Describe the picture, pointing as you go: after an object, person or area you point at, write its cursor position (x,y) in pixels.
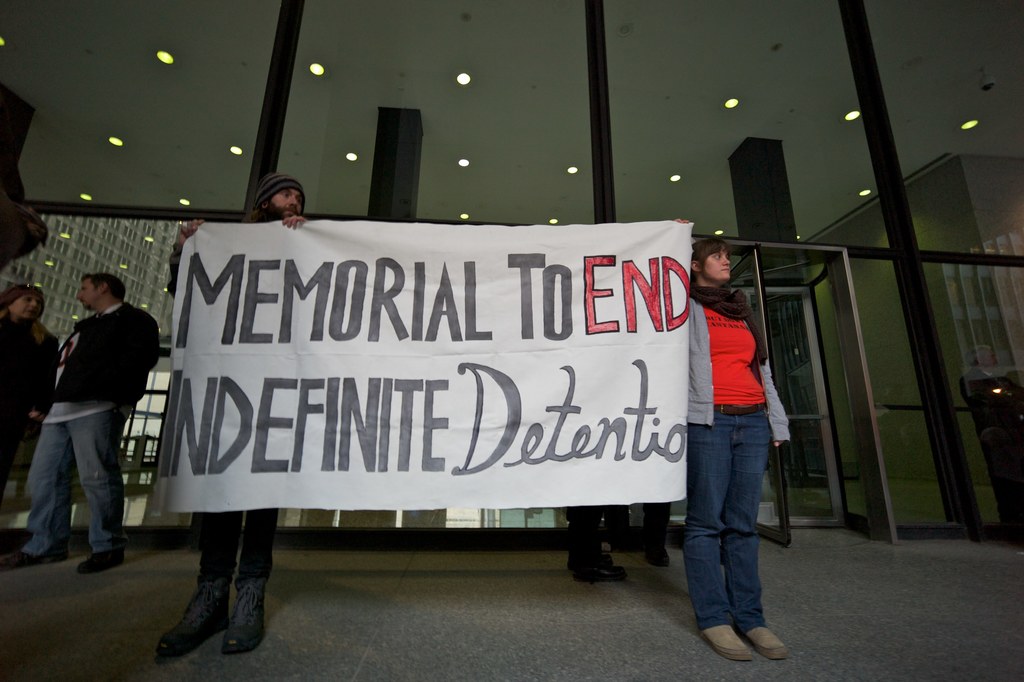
In the center of the image (468,384), we can see a man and a lady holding banner (428,381) and in the background (53,457), there are some people (58,373) standing and we can see some lights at the top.
